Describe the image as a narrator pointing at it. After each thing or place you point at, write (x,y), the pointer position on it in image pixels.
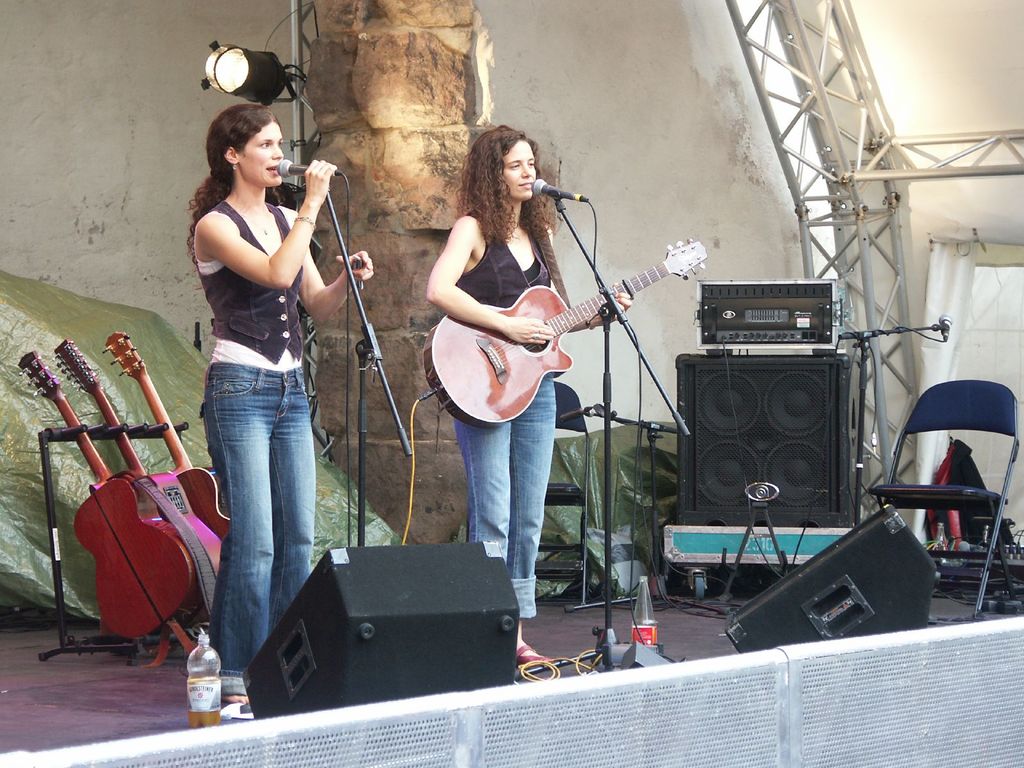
In this image one lady (243,223) is singing beside her another lady (508,249) is playing guitar (559,322). In front of them there are mics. On the stage (172,664) there are bottles (204,688), speakers (355,594), few guitars (126,438) on stand (112,432), chair (998,508), lights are there.
